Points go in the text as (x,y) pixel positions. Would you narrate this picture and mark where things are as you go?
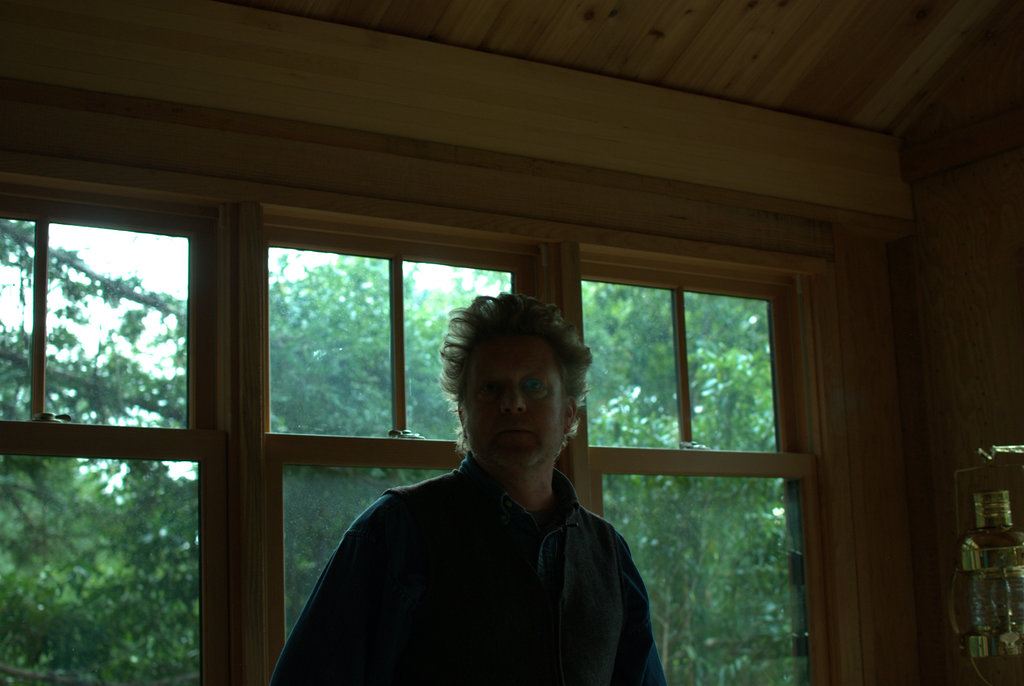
In this image we can see a man (471,624) is standing and he is wearing shirt (385,600). Behind trees (299,368) are there. Right side of the image (992,615) one gold color container (1000,565) is present.
